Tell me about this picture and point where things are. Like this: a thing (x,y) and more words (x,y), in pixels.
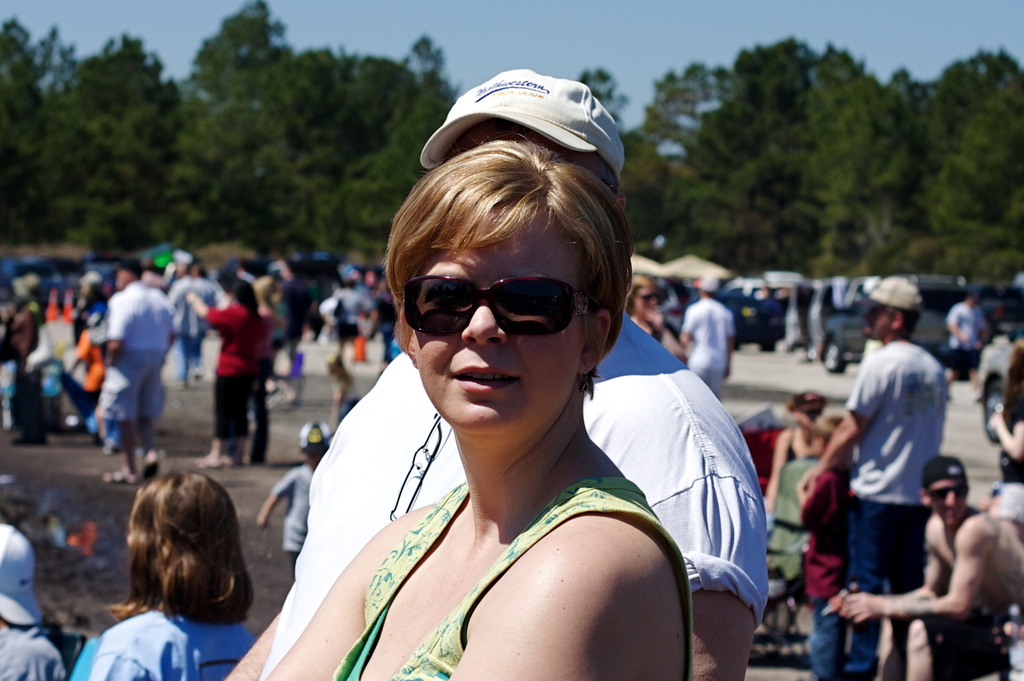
Here we can see a woman (588,344) posing to a camera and she has goggles (519,329). In the background (119,667) we can see group of people (710,533), vehicles (742,318), trees (635,218), and sky (887,70).
